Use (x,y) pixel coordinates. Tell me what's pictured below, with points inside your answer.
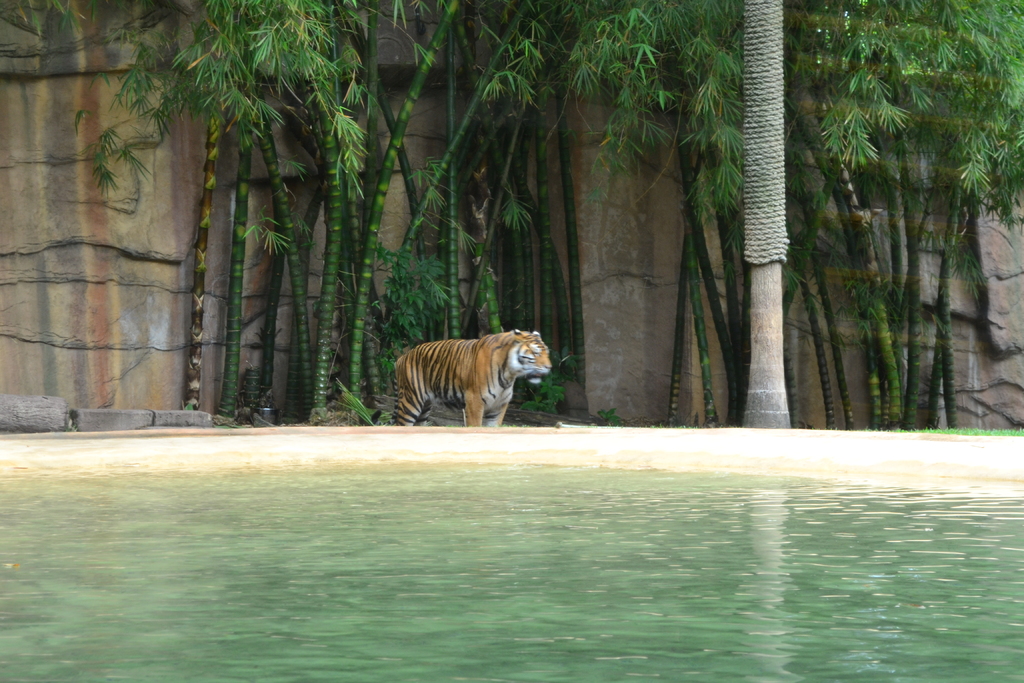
In this picture I can see tiger (487,385) is standing on the ground (514,435). Here I can see water (363,585). In the background (408,166) I can see trees (428,180) and a wall (212,218).
